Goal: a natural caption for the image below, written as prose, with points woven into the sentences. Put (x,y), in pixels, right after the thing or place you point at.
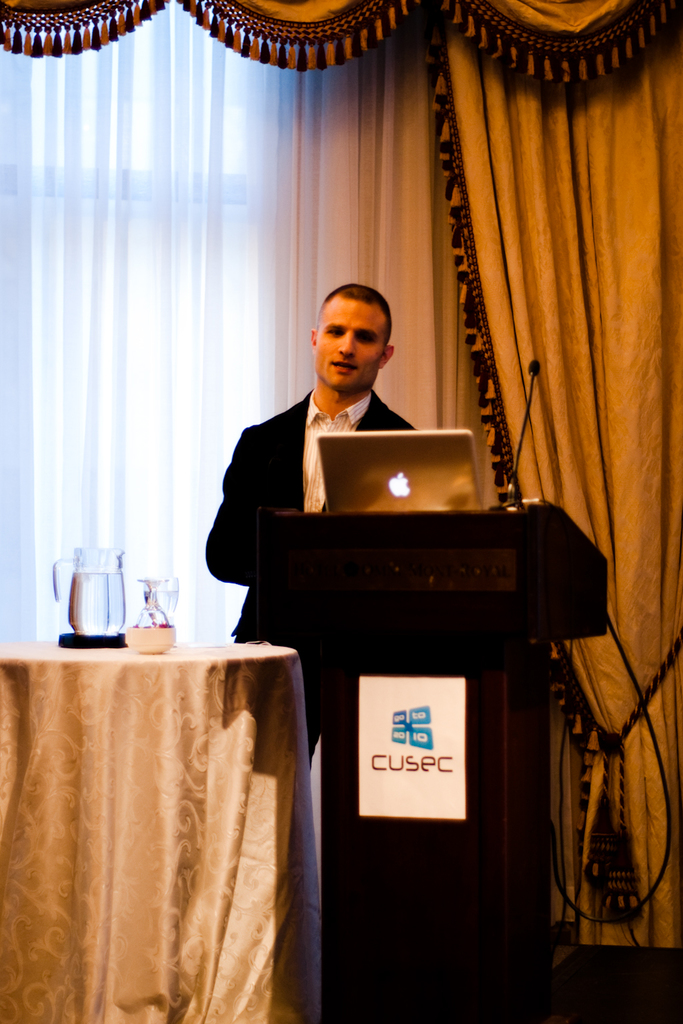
In the image we can see there is a person (300,469) standing and there is laptop (384,444) kept on the podium (491,520). There is mic (522,432) kept on the stand (480,591), there is jar (102,599) of water (112,585) and glass (159,594) of water (167,608) kept on the table (171,757). Behind there are curtains (393,191) on the window (64,216).
